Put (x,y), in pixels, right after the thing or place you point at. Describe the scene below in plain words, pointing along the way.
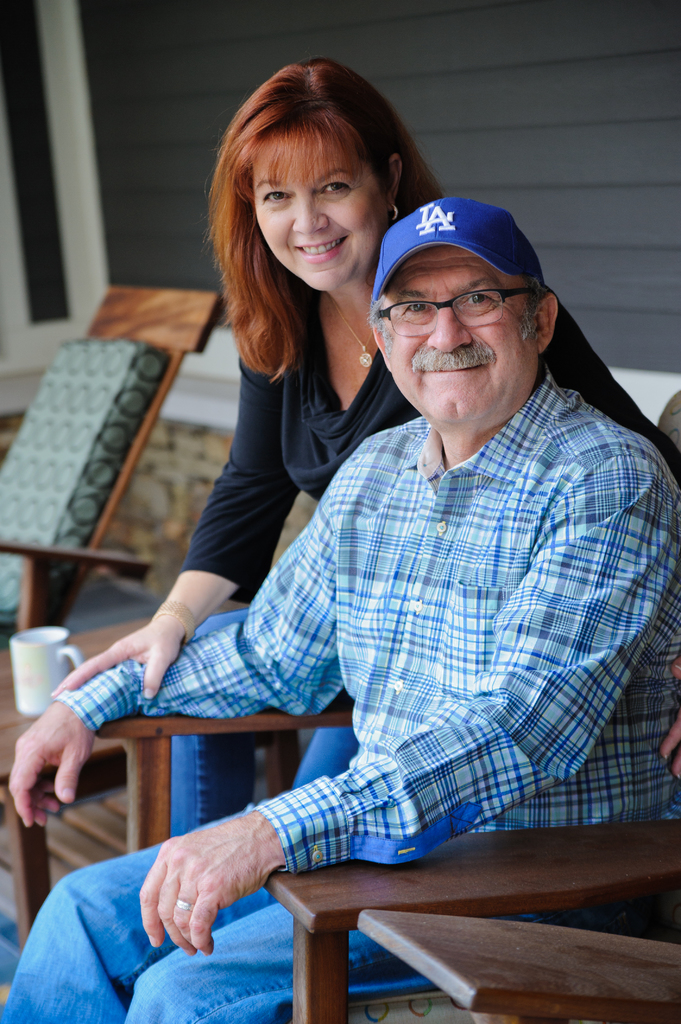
In the image there are two people (465,518) both man (356,472) and woman (324,284). Man (428,353) is sitting on chair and he is also wearing his hat (444,229) beside woman (162,649) there is a table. On table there is a coffee cup (56,671) and background (433,70) there is a wall (442,73) which is in black color.
